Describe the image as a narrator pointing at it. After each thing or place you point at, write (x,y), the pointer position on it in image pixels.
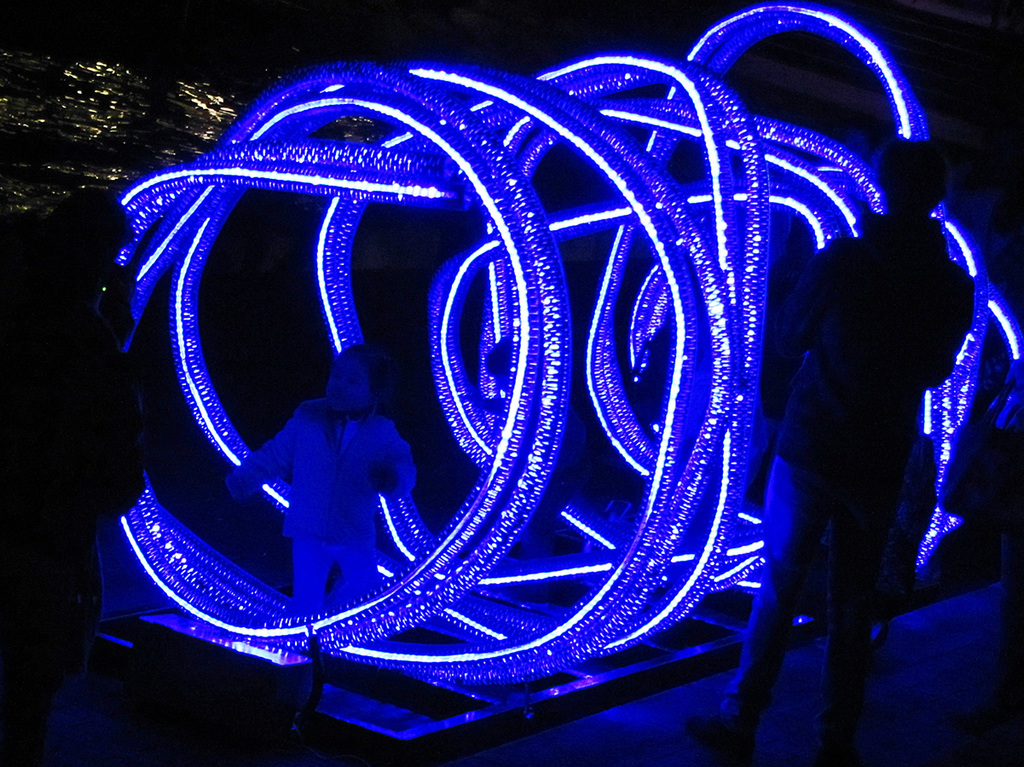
In this picture there are people (241,471) and we can see decorative lights (562,278). In the background of the image (478,34) it is dark and we can see water (65,87).
